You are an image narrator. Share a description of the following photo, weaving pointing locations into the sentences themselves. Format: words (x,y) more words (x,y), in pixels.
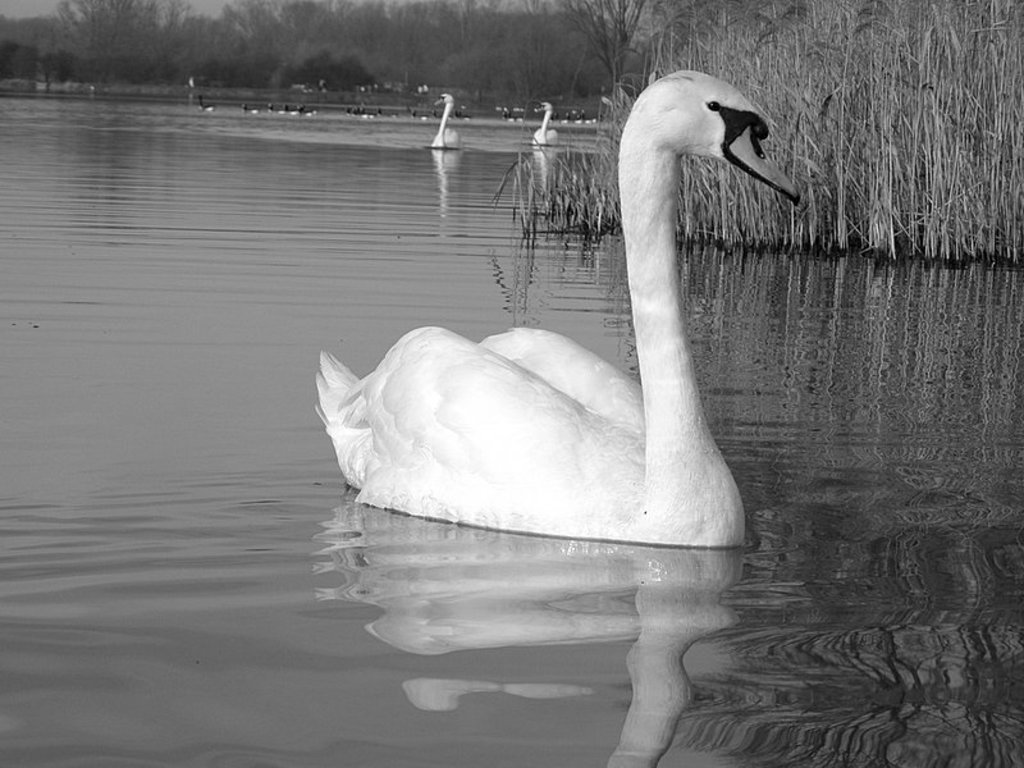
In this picture there are swans (595,435) on the water (68,323). At the back (639,43) there are trees (521,42) and there are plants (797,132). At the top (218,12) there is sky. At the bottom (312,537) there are reflections (535,638) of swans (596,452), plants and trees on the water (210,235).
